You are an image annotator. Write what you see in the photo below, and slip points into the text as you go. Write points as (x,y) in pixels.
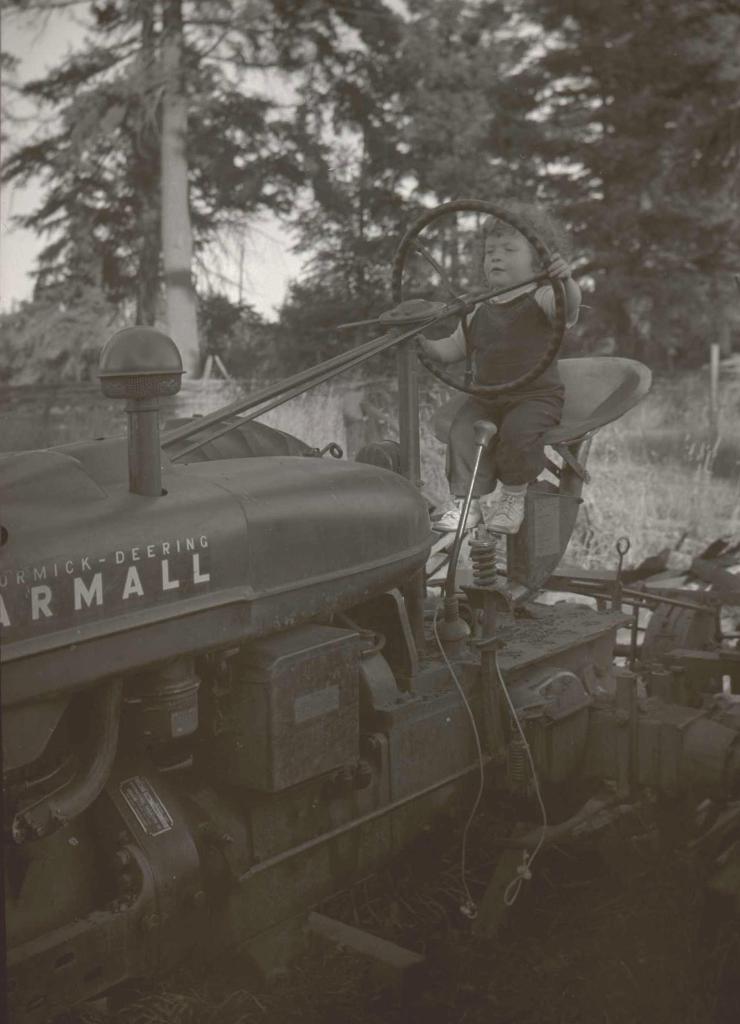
It is a black and white image and there is a tractor (355,605), a kid (512,416) is sitting in front of the steering (554,303) of the tractor (408,792) and behind the tractor (2,451) there are many trees (252,164) and grass (607,450).
